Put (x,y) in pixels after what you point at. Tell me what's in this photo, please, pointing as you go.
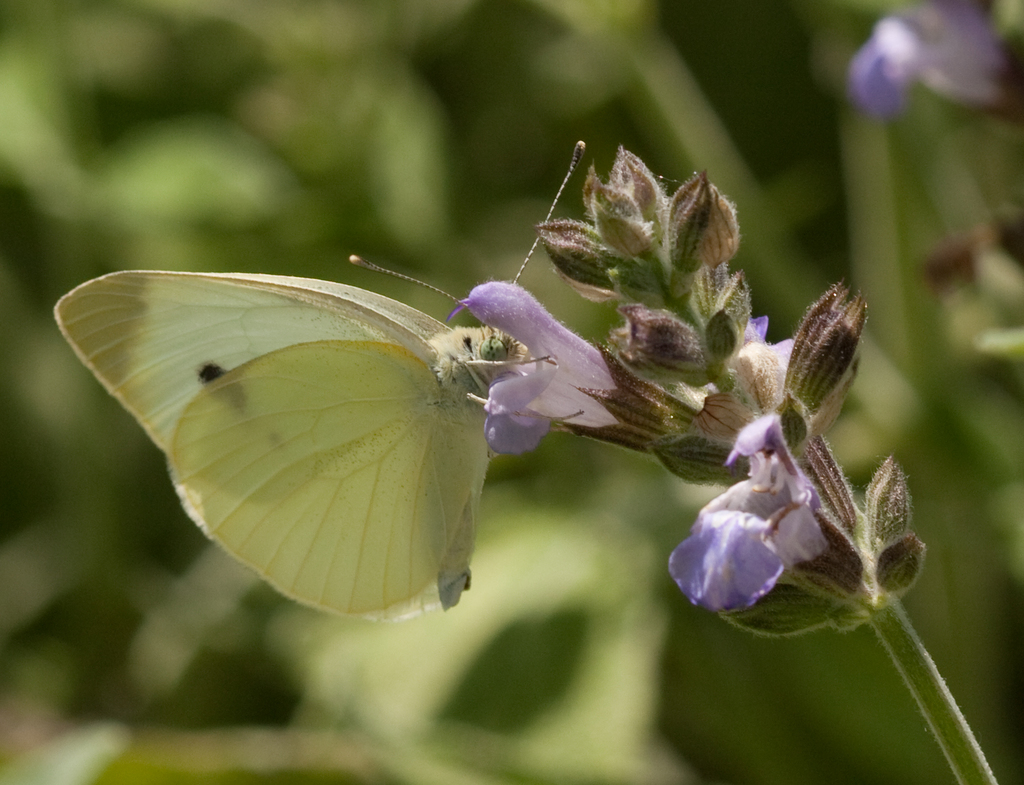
In this image we can see a butterfly (345,522) on a flower (667,402) which is to the stem (915,657) of a plant (897,615).
